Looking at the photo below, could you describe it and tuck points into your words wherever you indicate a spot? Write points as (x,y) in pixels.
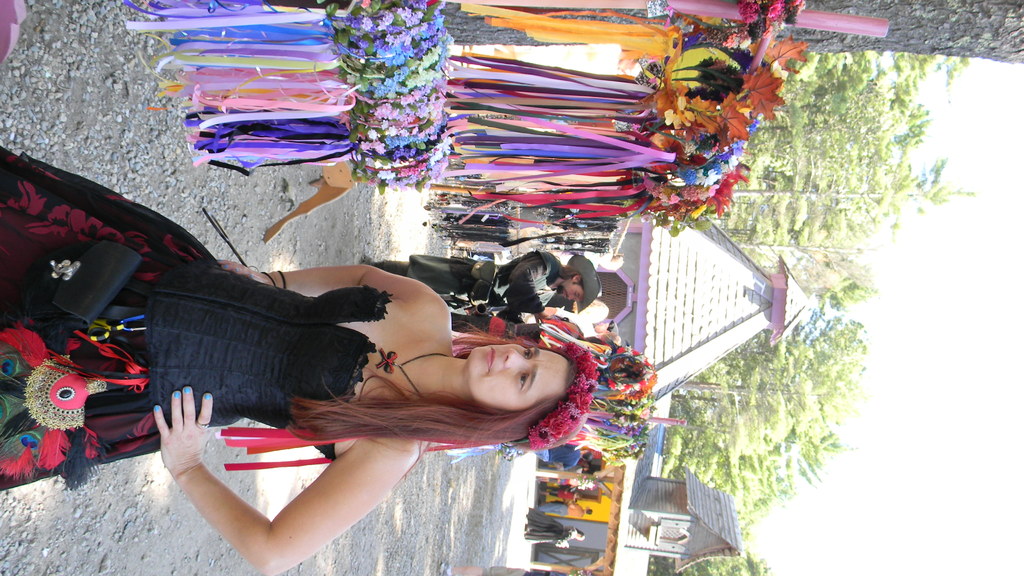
In this image I can see few houses (747,333), windows (662,541), trees (823,354), sky (897,347) and few people (423,426). In front (413,133) I can see few colorful head-wears (589,100).
